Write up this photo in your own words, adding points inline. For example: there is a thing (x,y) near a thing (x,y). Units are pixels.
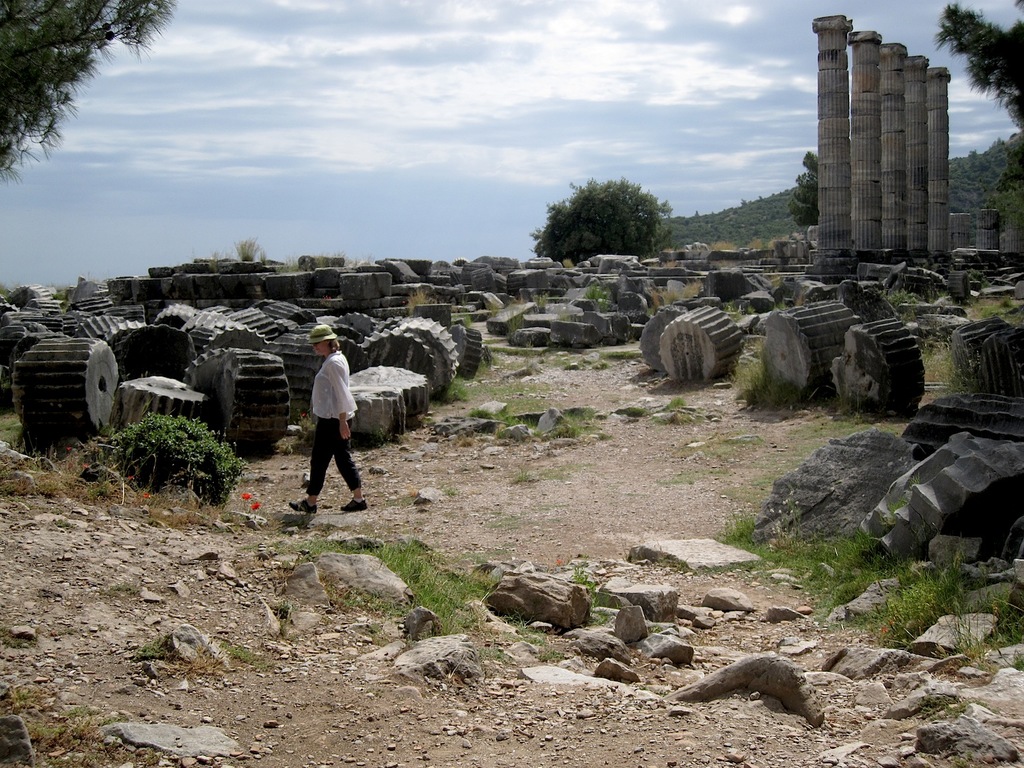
In this picture I can see few pillars (830,150), trees (1001,194) and I can see a woman (339,409) walking and I can see plants (174,486) and a blue cloudy sky (499,192) and looks like few concrete rolls (455,373) on the ground (947,362) and I can see few rocks (445,653).
